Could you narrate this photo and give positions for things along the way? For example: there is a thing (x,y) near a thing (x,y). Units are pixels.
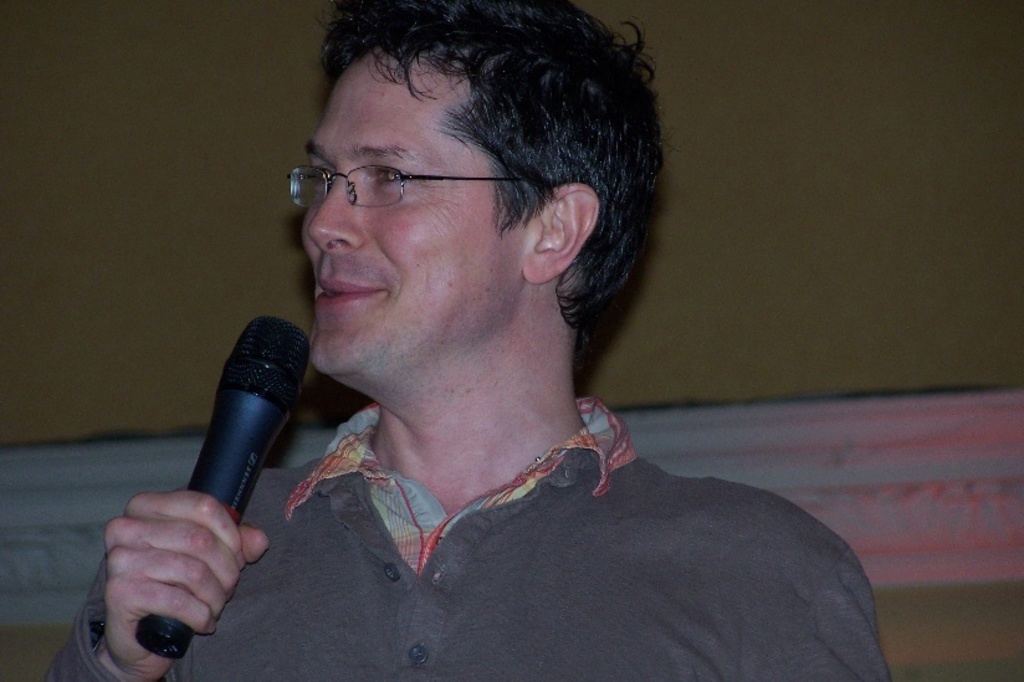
In this image we can see a person (435,540) holding a mike (228,454), back of him there is a wall (738,258).
